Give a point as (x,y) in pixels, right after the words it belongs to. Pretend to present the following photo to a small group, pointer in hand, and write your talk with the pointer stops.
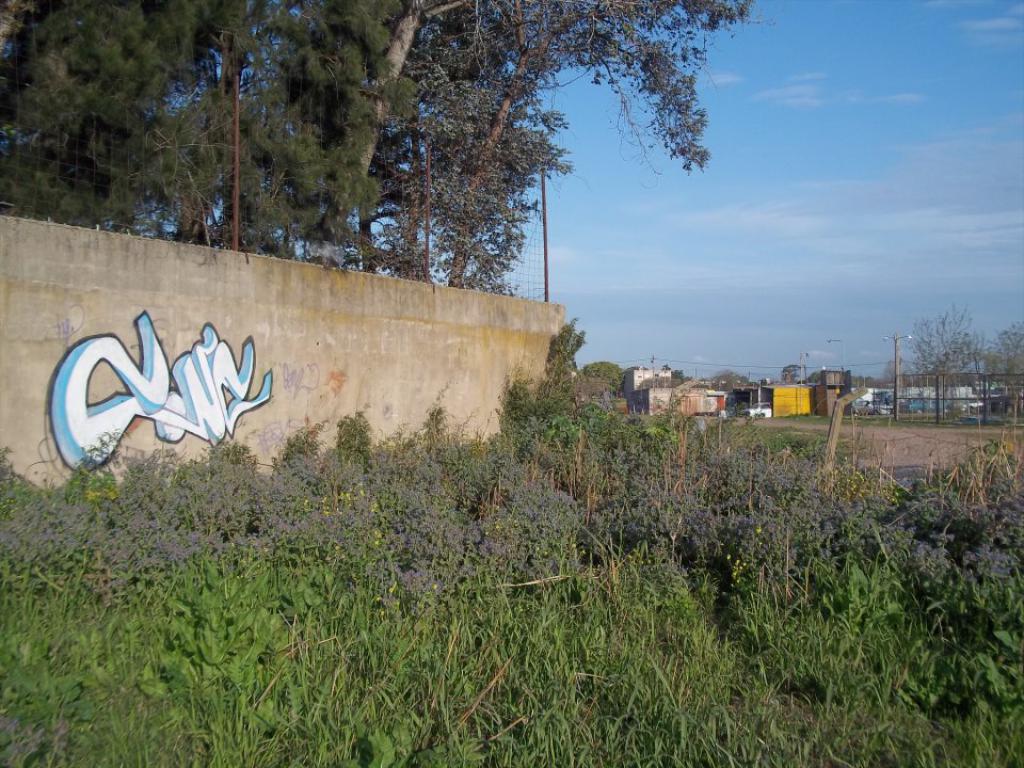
This is an outside view. At the bottom (512,706) there are few plants (359,591). On the left side (159,337) there is a wall (245,381) on which there is a painting (173,407). Behind the wall (237,344) there are trees (380,198). In the background (830,392), I can see few buildings (715,406), light poles (898,401) and trees (929,346). At the top of the image (843,157) I can see the sky (908,168).
